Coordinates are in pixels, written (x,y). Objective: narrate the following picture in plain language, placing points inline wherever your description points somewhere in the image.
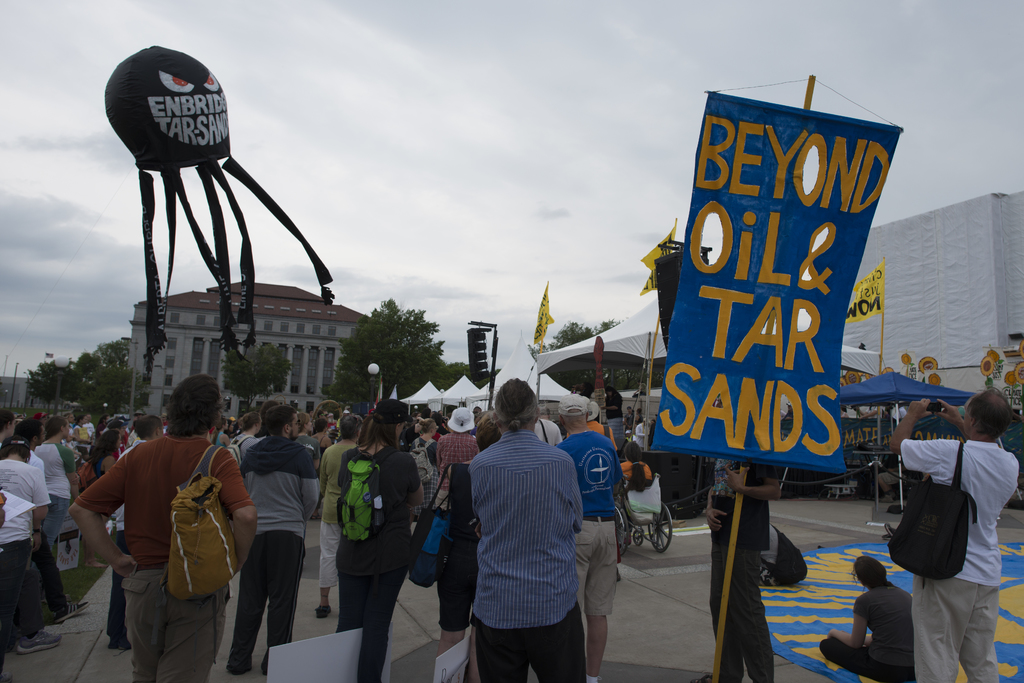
On the right side (757,520) a person (765,488) is standing and holding a banner (789,242) in his hands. In the middle (503,437) few people (533,441) are standing on this road (869,504). On the left side (317,360) there is a building (312,350). At the top (487,131) it's a cloudy sky (511,153).
